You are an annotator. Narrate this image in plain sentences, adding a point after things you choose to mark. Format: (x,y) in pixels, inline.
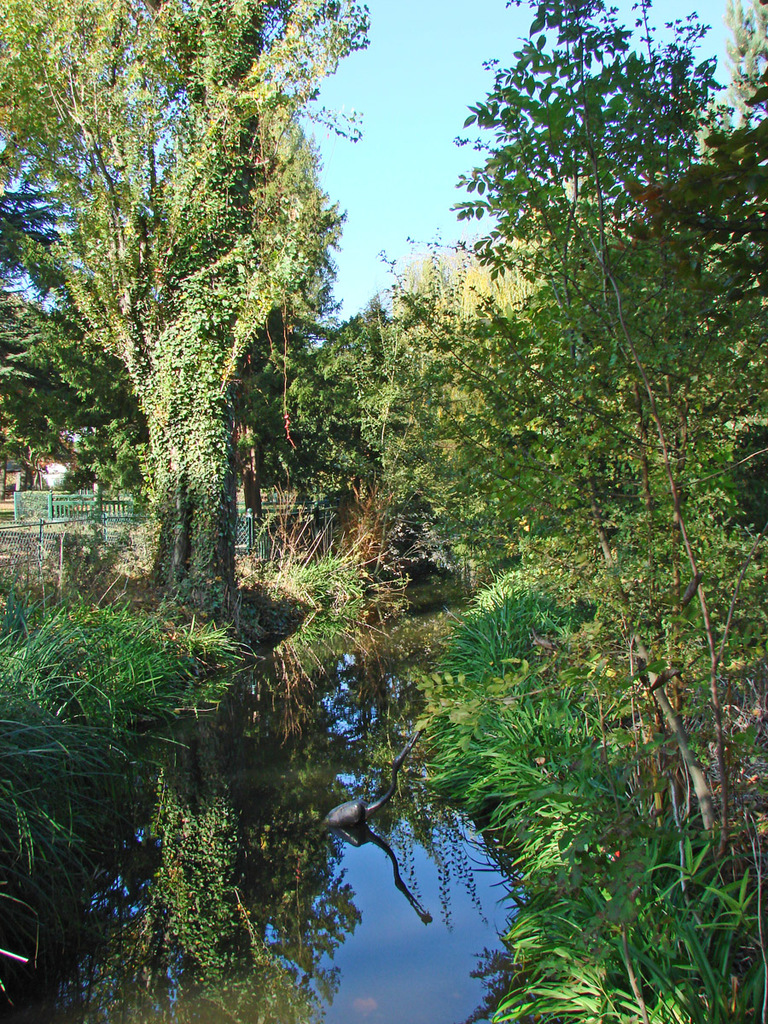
In this image there is water (336,882) at the bottom (345,878). In the background (306,361) there are so many trees (304,309). At the top (445,92) there is the sky (433,49).
